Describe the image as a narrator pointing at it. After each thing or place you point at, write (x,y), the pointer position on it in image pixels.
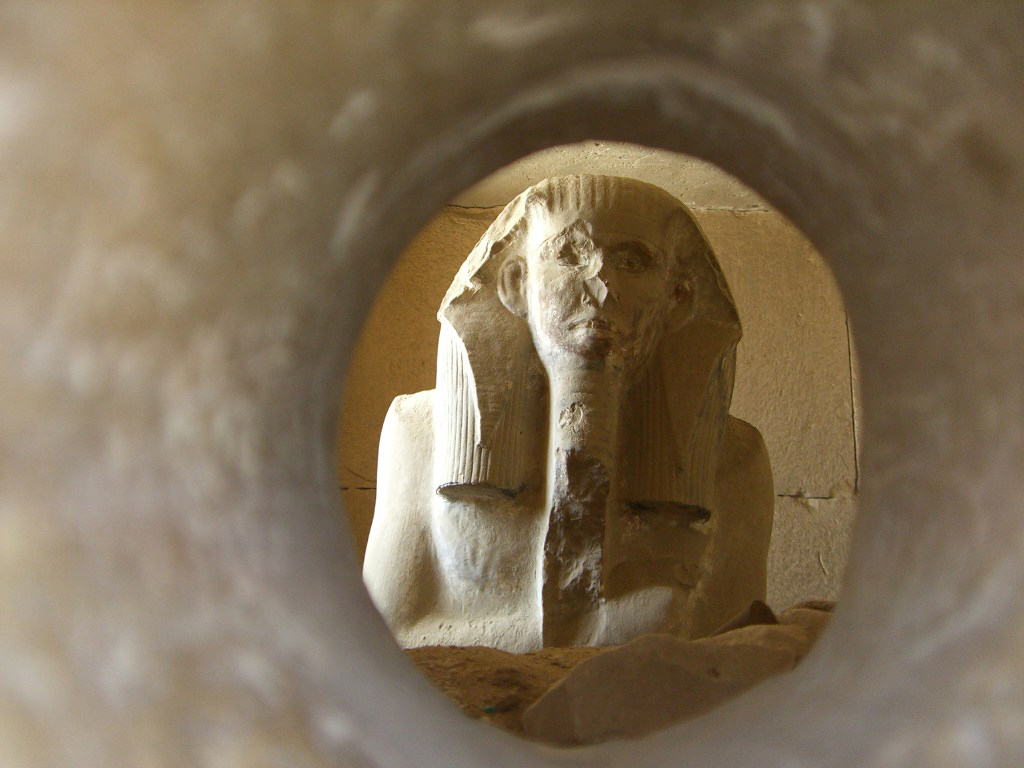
In this image there is a sculpture (566,419) and there is sand (481,665) and there are objects (786,662) which are brown in colour. In the background (808,303) there is a wall (810,290).
